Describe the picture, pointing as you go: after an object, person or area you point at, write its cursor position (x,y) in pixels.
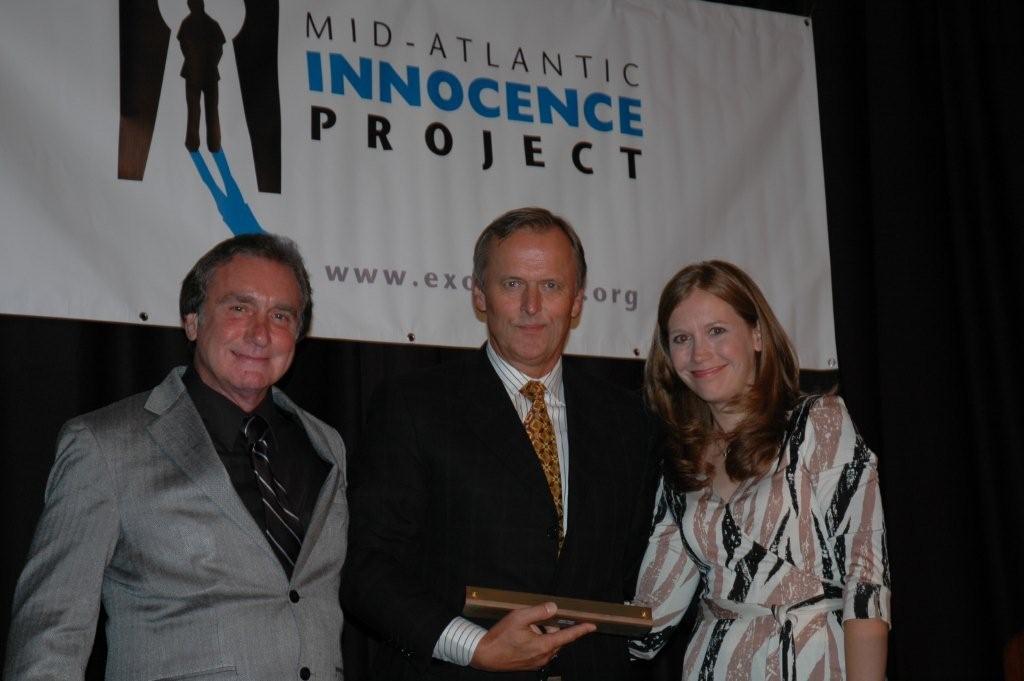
In this picture there are people (725,678) in the center of the image (671,331) and there is a poster (587,145) at the top side of the image (552,150).
